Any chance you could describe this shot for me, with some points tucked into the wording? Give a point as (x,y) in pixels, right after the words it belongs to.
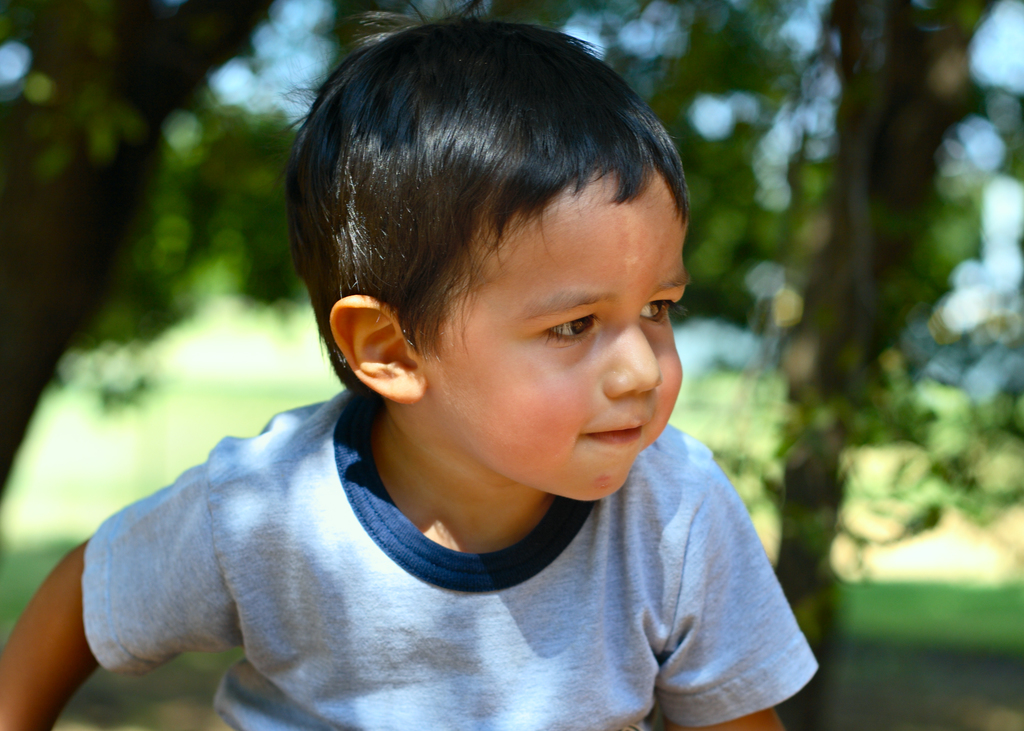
In this image in the foreground (639,352) there is one boy (317,641), and in the background (135,67) there are trees (874,162) and sky (281,54).
